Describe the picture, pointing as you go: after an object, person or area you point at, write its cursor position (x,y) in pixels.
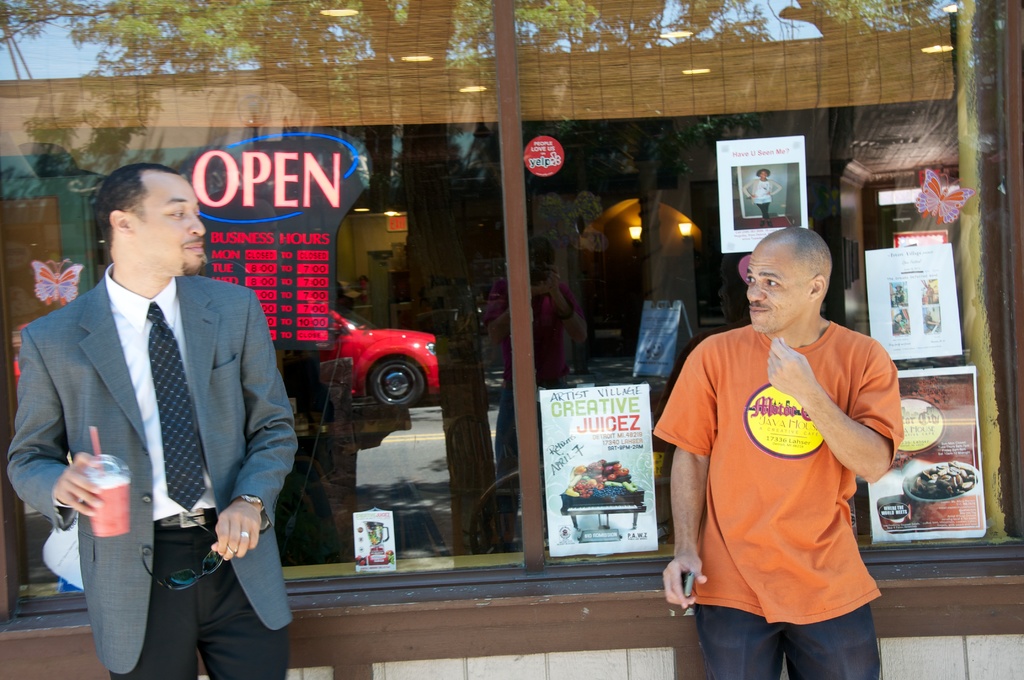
At the bottom of the image (246,657) two people (192,625) are standing and holding something in their hands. Behind them there is a wall (78,664), on the wall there is a glass window (665,528). On the glass window (836,98) there are some posters (952,437).
